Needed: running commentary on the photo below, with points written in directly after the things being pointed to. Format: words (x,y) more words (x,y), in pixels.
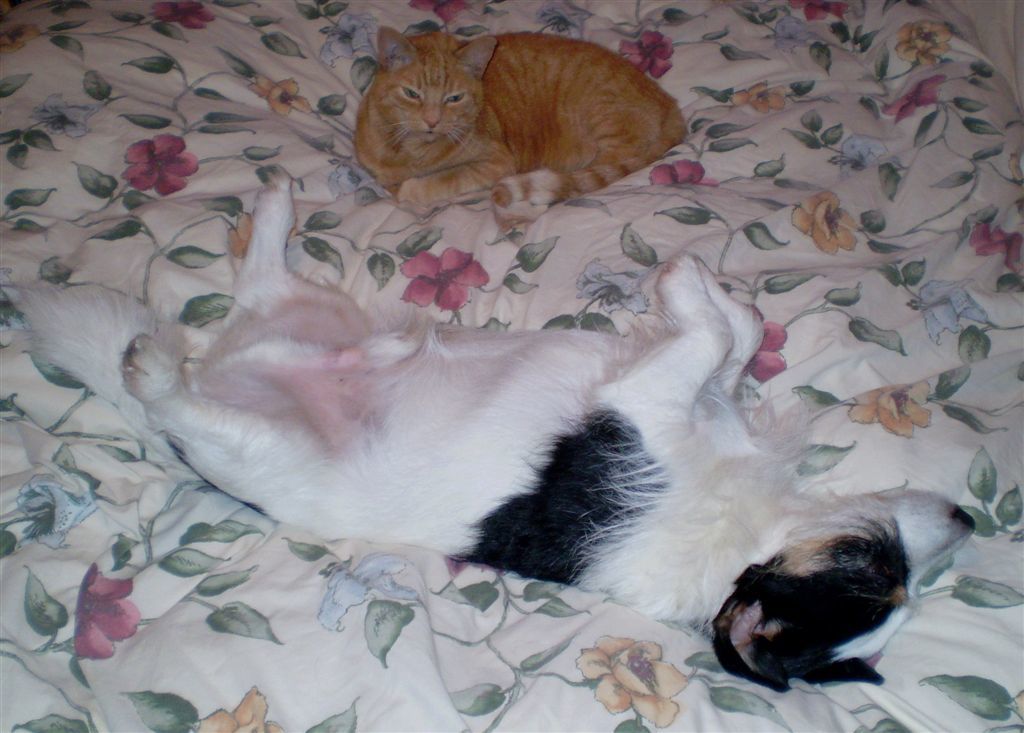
In this image, we can see a cat (557,72) and a dog (483,435) on the bed (818,459).
